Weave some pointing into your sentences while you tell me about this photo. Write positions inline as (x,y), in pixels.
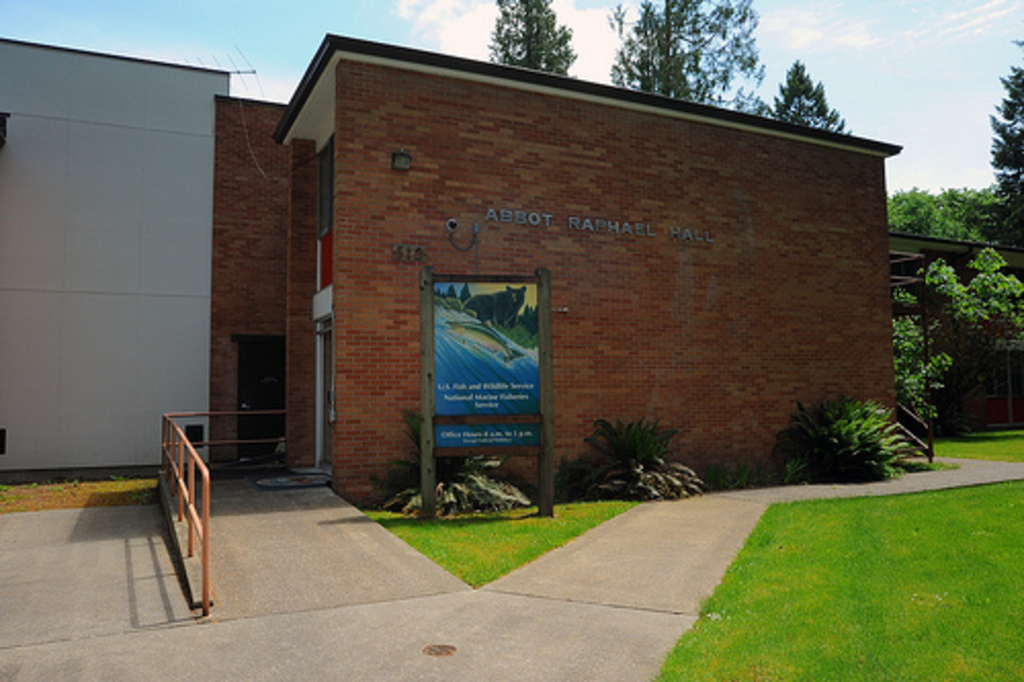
In this image we can see a building (314,233), there we can see a door (328,435), window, fence (192,523), metal rods (192,505), fence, pavement (550,632), a wooden frame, grass (525,548), a few plants (943,357), trees (520,56), there we can see a name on the building (436,239), camera (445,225) and some clouds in the sky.
